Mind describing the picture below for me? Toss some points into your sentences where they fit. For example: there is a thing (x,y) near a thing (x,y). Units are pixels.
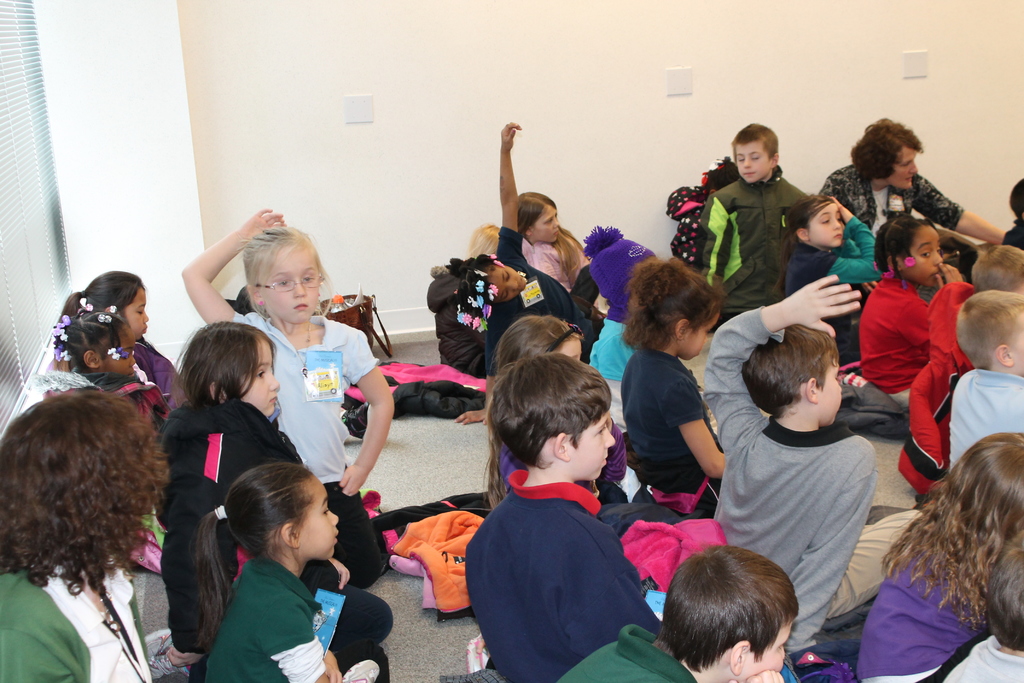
In this image we can see so many girls (265,460) and boys (977,264) are sitting on the floor (438,476). Left side of the image (26,230) window (38,182) is there. Top of the image (314,120) white color wall (414,113) is present.
